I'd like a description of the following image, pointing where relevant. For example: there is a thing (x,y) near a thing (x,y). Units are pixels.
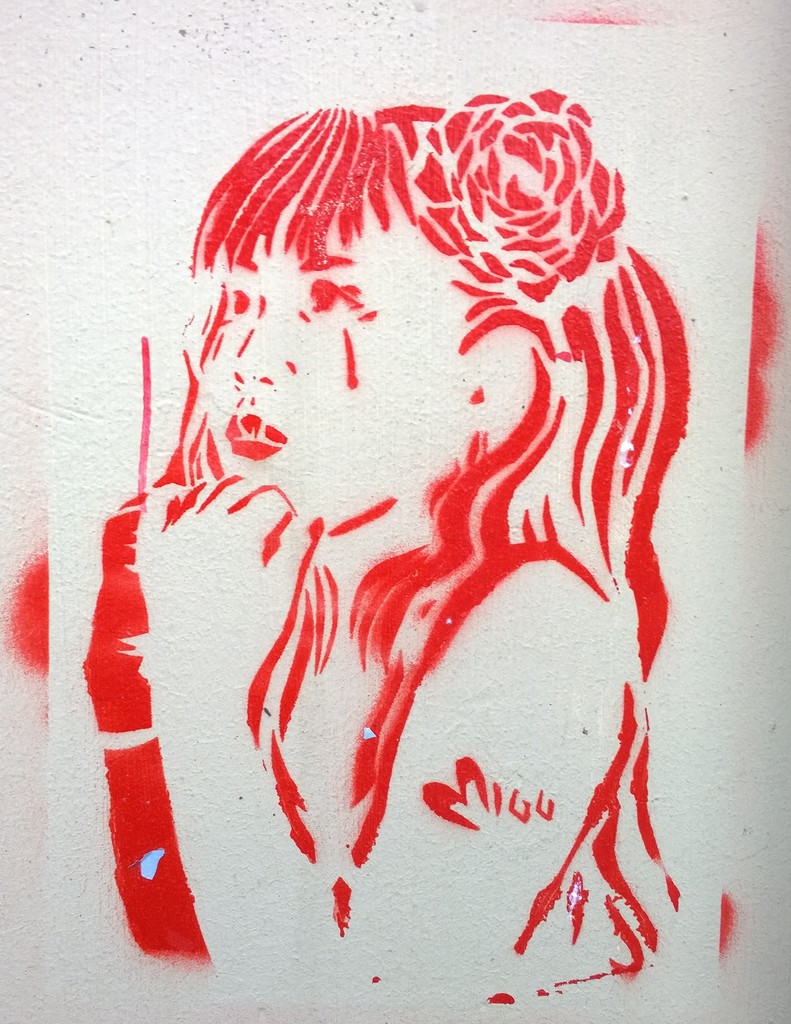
In this image we can see a painting (341,583) of a woman (328,531) on a wall (411,192).
